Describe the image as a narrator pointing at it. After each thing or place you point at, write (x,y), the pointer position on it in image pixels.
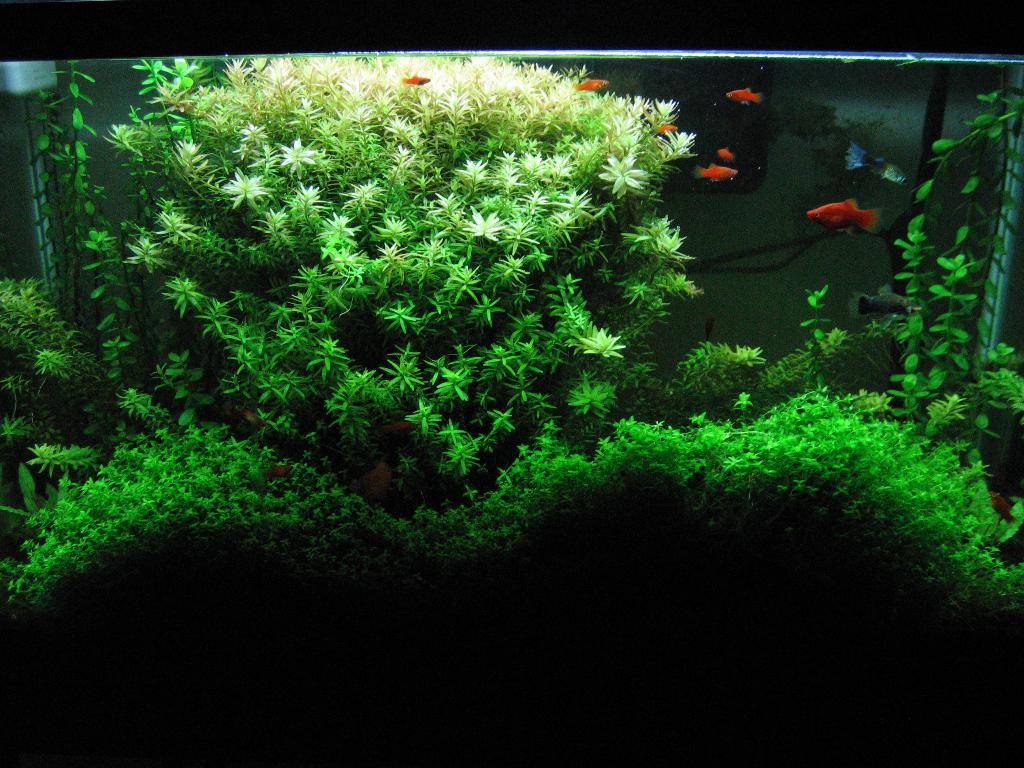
In the center of the image (601,355) we can see aquarium (735,498). There are plants (847,394) in the aquarium (729,113). On the right (824,223) there are fishes (821,212).
